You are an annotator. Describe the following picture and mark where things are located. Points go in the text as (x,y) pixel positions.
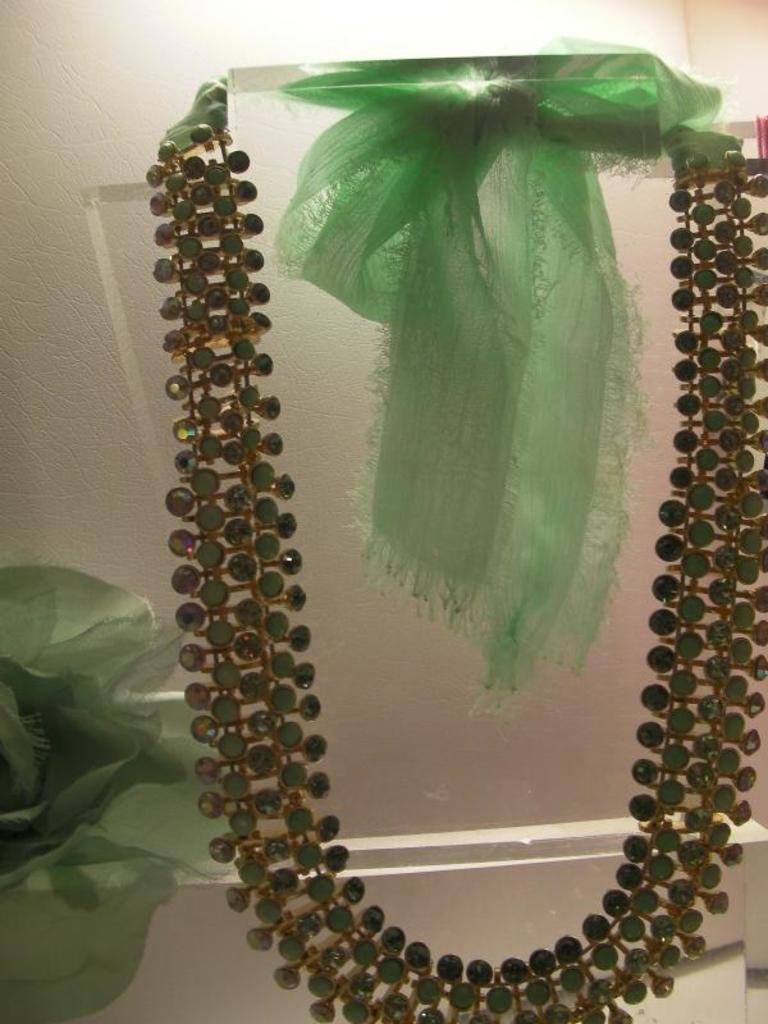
In this image we can see there is a chain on the stand (260,105) and there is a cloth (516,254) tied to it. And there is a cloth (93,864) at the side. And at the back (471,50) there is a wall (376,41).
